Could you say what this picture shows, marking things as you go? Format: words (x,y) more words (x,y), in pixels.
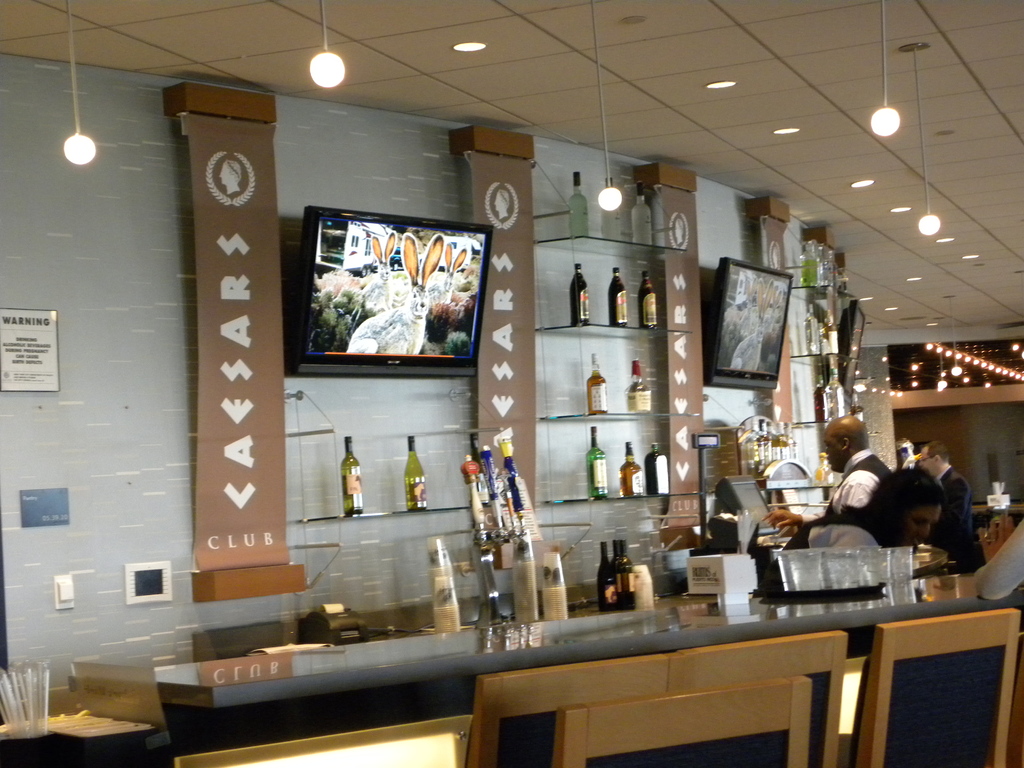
This is an inside view. Here I can see a table (752,597) in which few glasses (828,574) are placed. Beside the table (658,645) there are some chairs (821,716). On the right side (962,534), I can see few people (898,537). In the background (587,397), I can see few bottles (598,477) in the racks (570,327) and two monitors (450,310) are attached to the wall (129,303). At the top (336,62) I can see few lights (333,74).
